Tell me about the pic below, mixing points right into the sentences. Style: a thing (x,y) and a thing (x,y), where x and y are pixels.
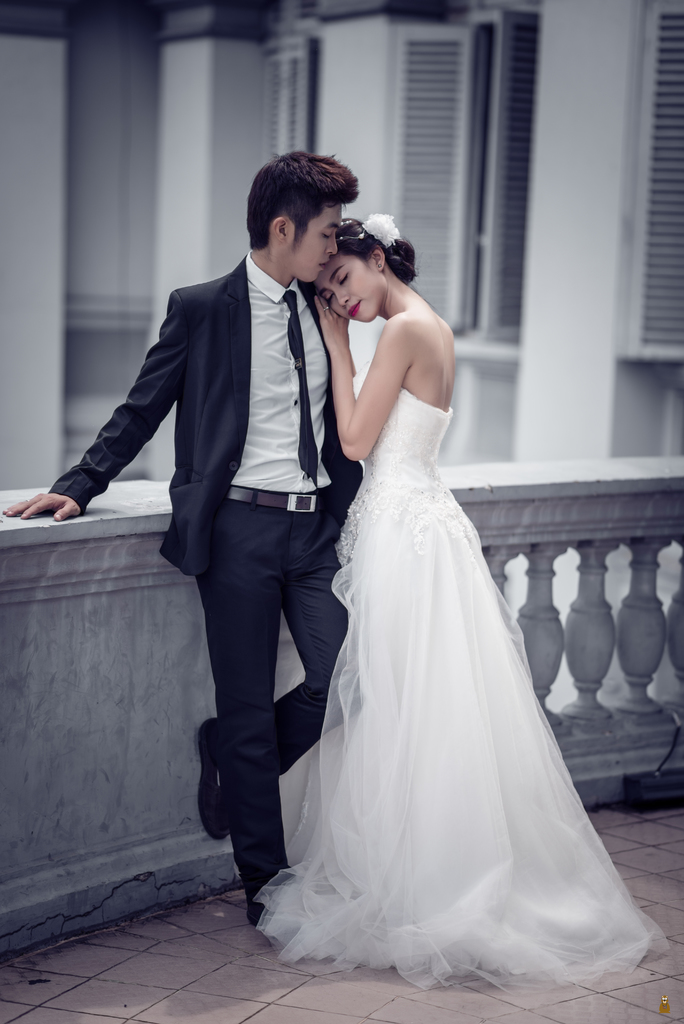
In this picture there is a couple (286,398) standing in the image. In the front (286,398) there is a man (292,458) wearing black color suit (313,594) standing in the balcony (292,654). Beside there is a girl (405,661) wearing white gown (339,801) is keeping the head (345,307) on the shoulder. Behind there is a white color building (424,113) with windows (439,63).
